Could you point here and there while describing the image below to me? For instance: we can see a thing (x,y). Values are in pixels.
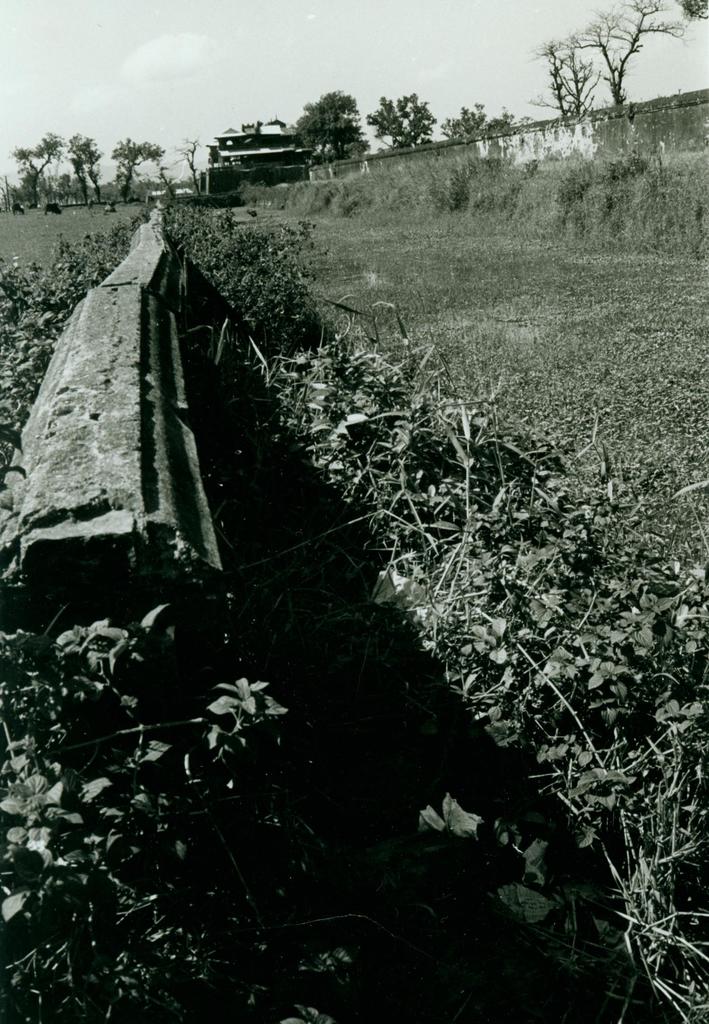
This is an outside view. On the left side (104,417) there is a wall (84,400). Here I can see many plants (365,495) and grass (522,326) on the ground (489,296). In the background (267,175) there is a building (280,164), a wall (696,141) and many trees (194,175). At the top of the image (270,41) I can see the sky (149,56).
